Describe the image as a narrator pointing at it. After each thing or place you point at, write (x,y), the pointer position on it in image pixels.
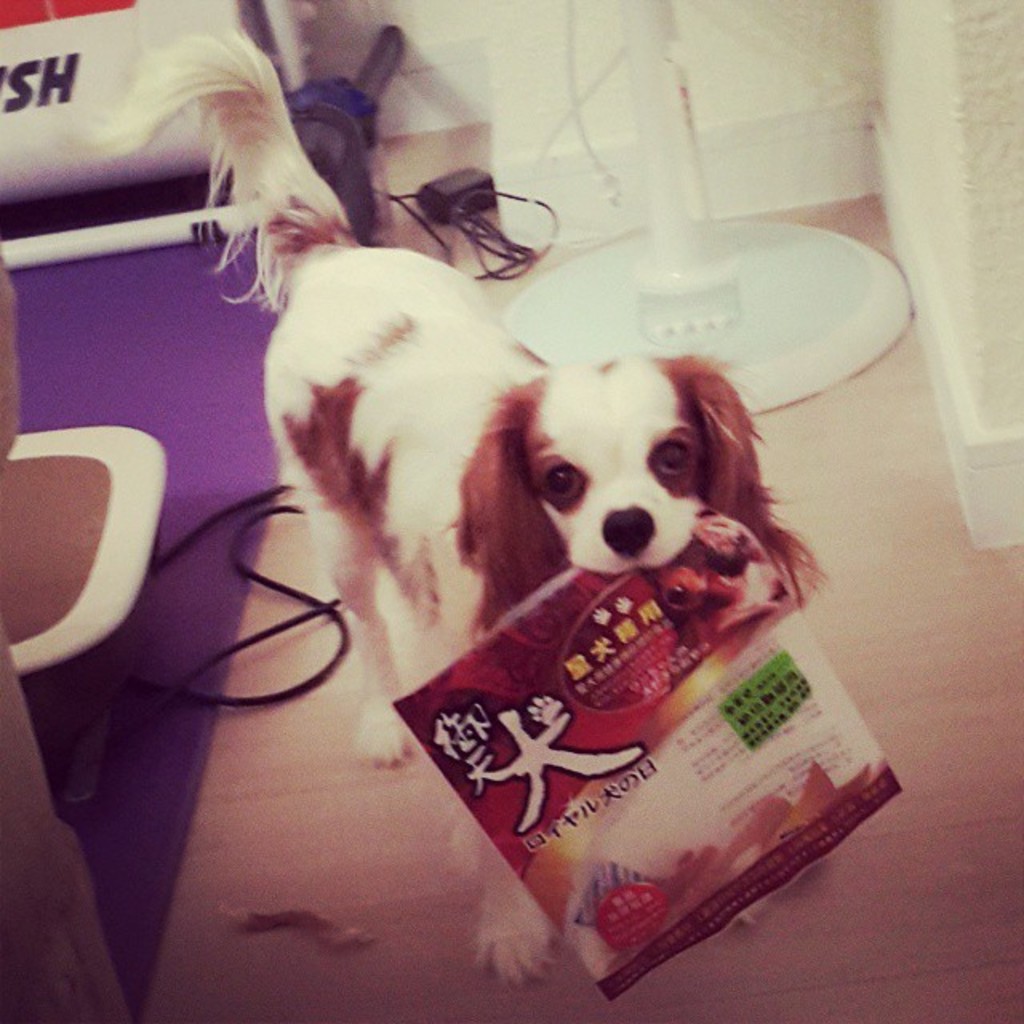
In this image we can see a dog (638,544) holding a bag (664,649) with its mouth (671,560) on the floor (904,846). In the background (700,341), we can see a stand (744,253), group of cables (464,205), chairs (60,582) placed on the floor (318,839).
